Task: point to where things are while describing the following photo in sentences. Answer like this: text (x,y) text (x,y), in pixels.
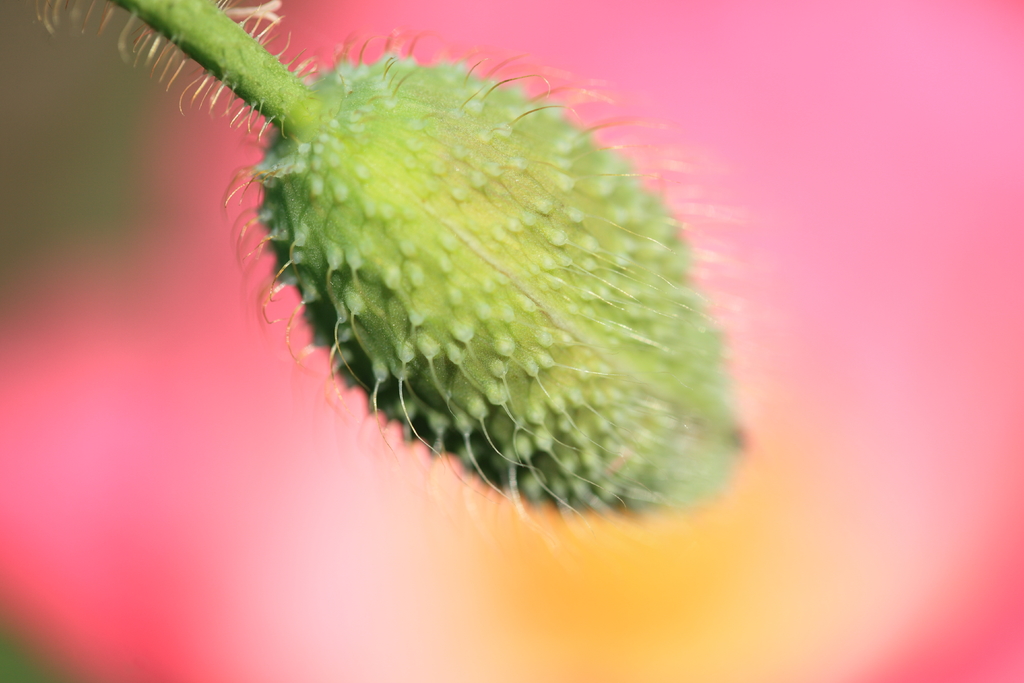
In this image we can able to see a flower bud (381,273) which is of green in color.
